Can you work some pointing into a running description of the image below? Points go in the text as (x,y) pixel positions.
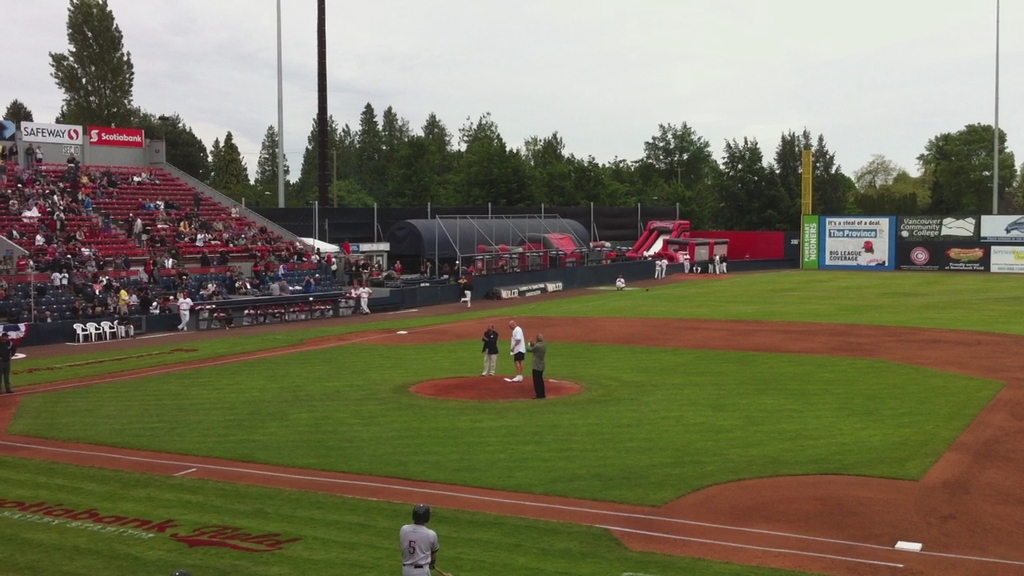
In the center of the image (520,368) we can see some people (434,564) are standing in the ground (794,379). On the left side of the image (48,212) we can see some people (51,200) are sitting in the auditorium (190,245) and some of them are standing. In the background of the image (995,164) we can see the rods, chairs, boards (961,264), poles (543,207), trees (434,205), ground (411,450). In the bottom left corner (161,521) we can see the text (29,507) on the ground (766,523). At the top of the image (460,100) we can see the sky (687,25).
